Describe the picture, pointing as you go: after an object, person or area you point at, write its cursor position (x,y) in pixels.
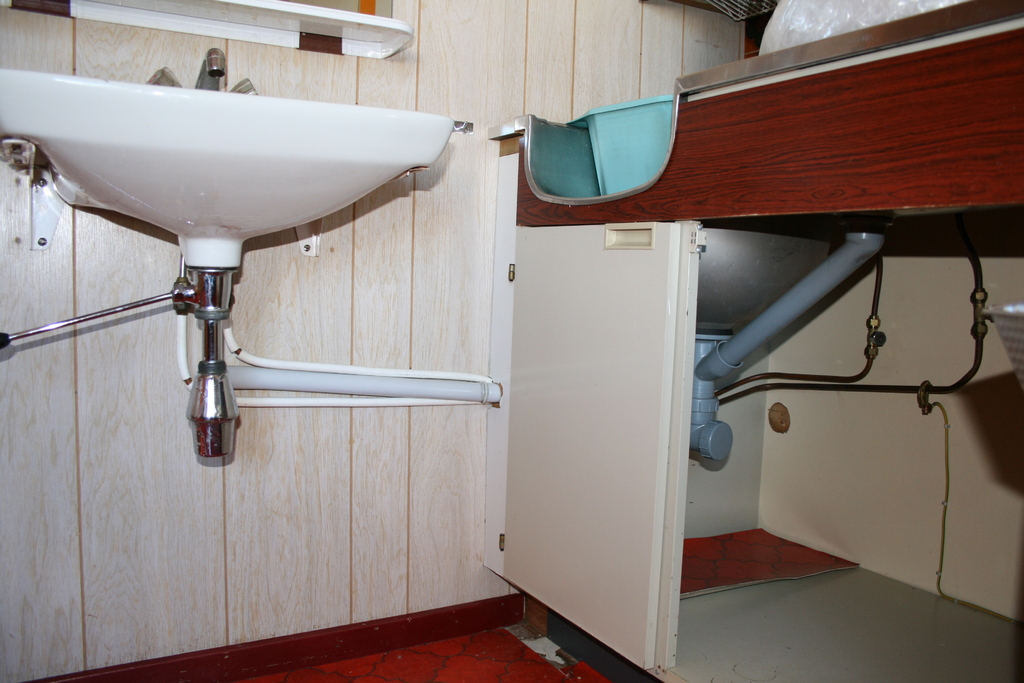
In this image we can see wash basin (214,110), tap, wooden cupboard (592,369) where we can see pipes (736,378), wooden door (638,489) and floor (460,673). Here we can see the mirror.
